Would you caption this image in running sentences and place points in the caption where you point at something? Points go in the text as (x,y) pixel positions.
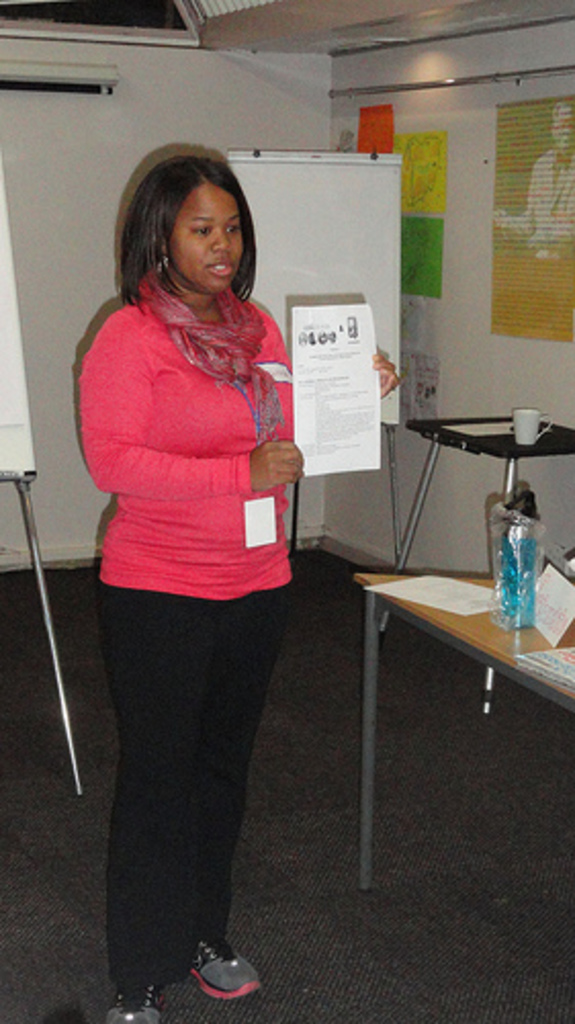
In the picture I can see a woman (219,350) wearing pink color, black color pant (172,634) also wearing ID card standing and holding a paper (296,435) in her hands (289,444), on right side of the picture (442,636) there is table (542,639) on which there is bottle (513,545), there are some papers (563,605), in the background of the picture (286,139) there is board (389,312), wall (377,72) to which some posters (520,295) are attached.
